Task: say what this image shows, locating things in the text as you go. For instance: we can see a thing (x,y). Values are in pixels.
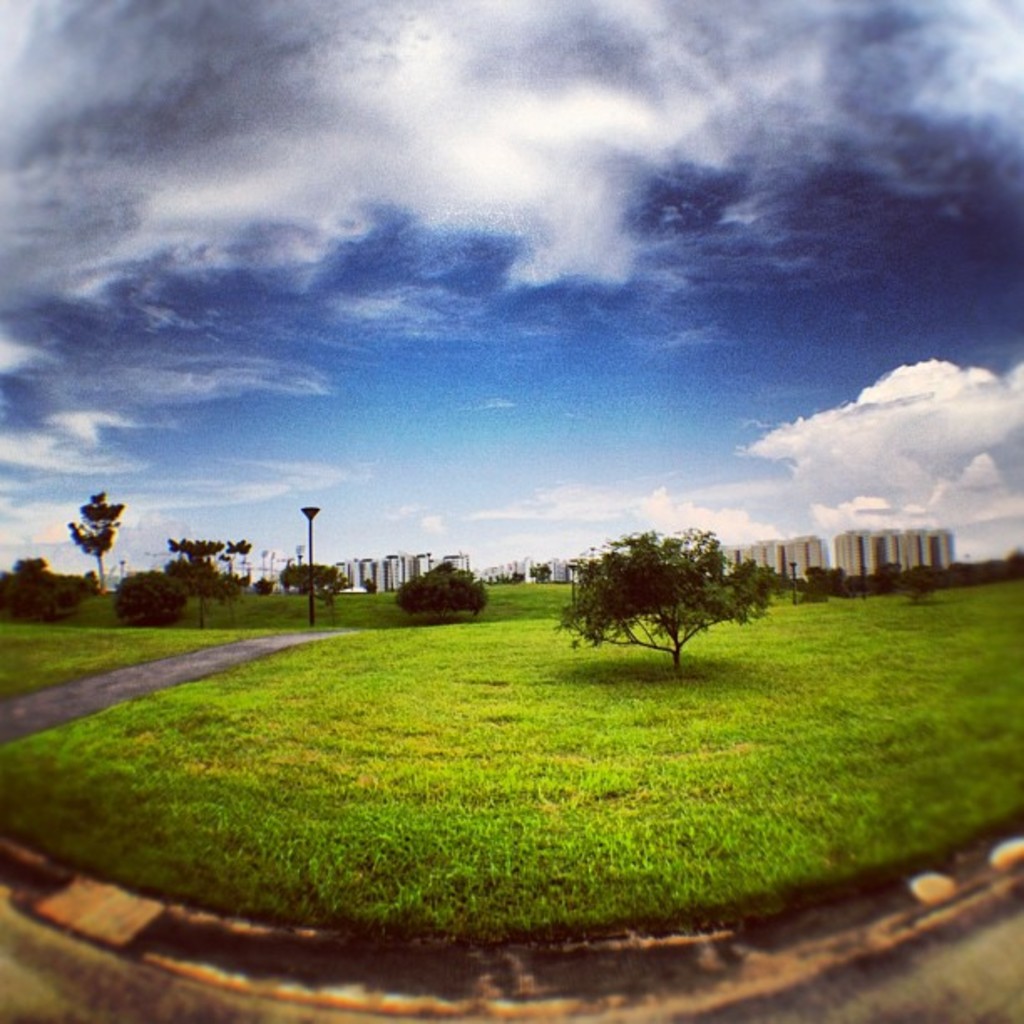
In this image in the front (519,823) there's grass (619,787) on the ground (629,690). In the center (649,593) there is a tree (624,579). In the background (175,582) there are poles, trees (406,594) and buildings (863,555) and the sky (595,175) is cloudy.
